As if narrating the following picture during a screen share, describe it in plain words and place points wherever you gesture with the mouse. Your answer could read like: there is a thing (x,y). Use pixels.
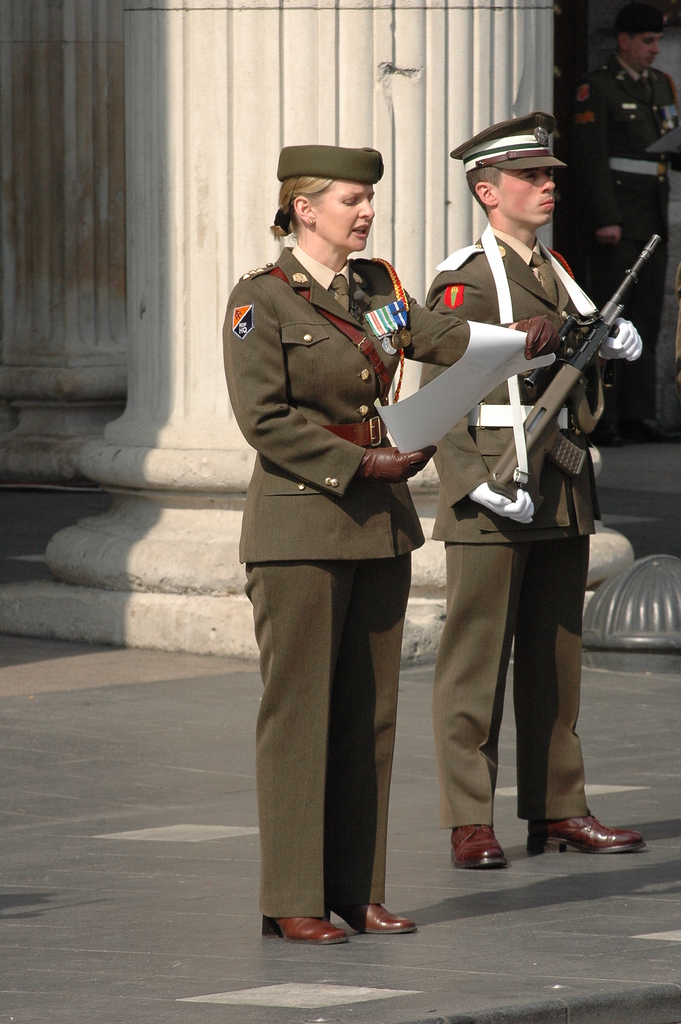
As we can see in the image there are three people (553,515). The woman (272,417) is holding a paper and the man (564,426) is holding a gun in his hand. In the background (442,236) there is a building (345,118).
